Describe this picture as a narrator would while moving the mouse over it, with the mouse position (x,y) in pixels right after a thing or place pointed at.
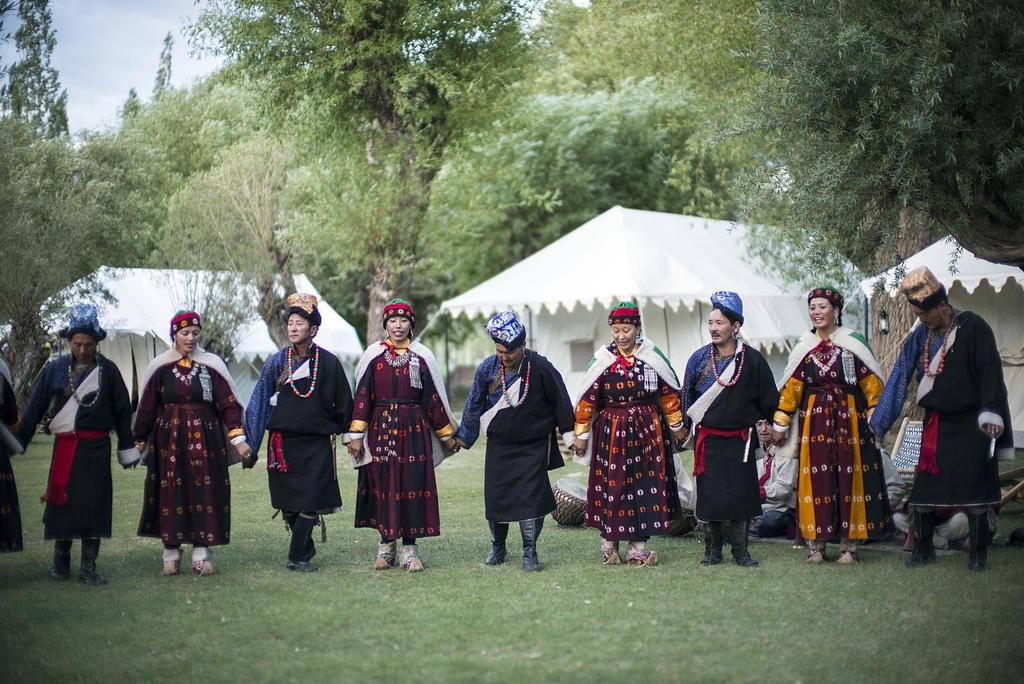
In this picture I can see there are few people (635,466) standing here and they are holding hands (780,443) and in the backdrop (143,296) I can see there is a tent (124,300). In the backdrop (52,284) I can see there are trees (12,327).
